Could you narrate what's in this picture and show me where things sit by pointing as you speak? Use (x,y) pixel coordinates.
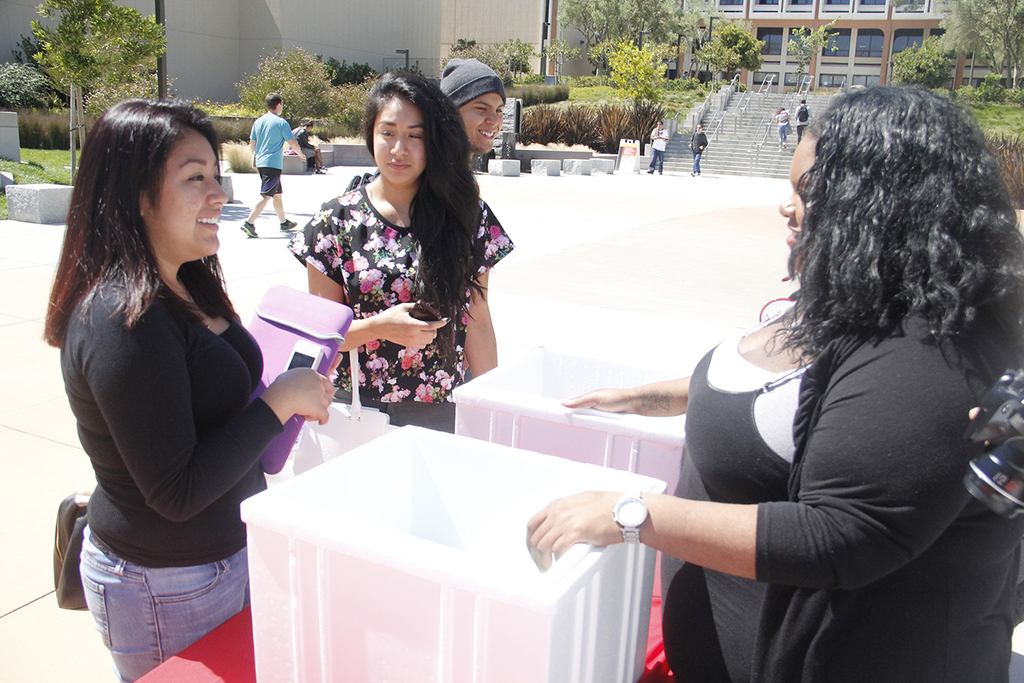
In this image in the foreground (391,265) there are some people (435,377) standing and smiling, and one woman (164,434) is wearing a bag (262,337) and holding something and another woman (404,365) is holding a bag (353,397) and phone (422,311) and there are boxes (493,468). At the bottom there is a table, and on the right side (1011,398) there is a camera (1011,398). In the background (711,123) is a staircase (753,108), plants (327,127), buildings (280,38), trees (63,67). In the center of the image (547,241) there is a walkway (282,262).
